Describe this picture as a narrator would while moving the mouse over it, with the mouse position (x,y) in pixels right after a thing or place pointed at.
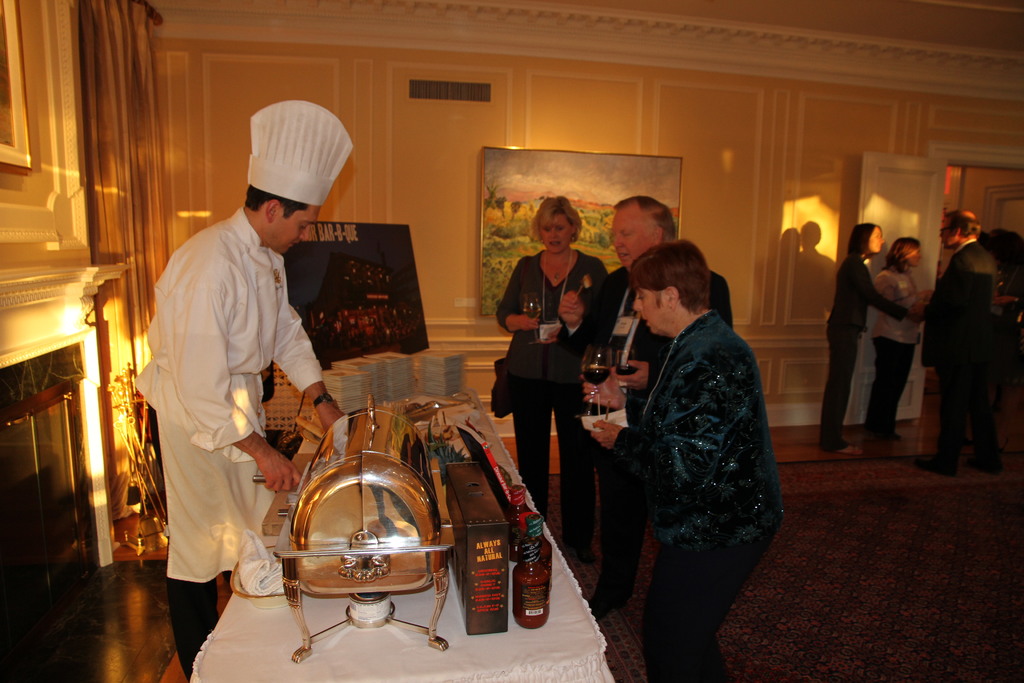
In this image I can see some people (561,398). I can see some objects (424,590) on the table (467,659). In the background (516,196), I can see a photo frame (610,165) on the wall (546,138).
